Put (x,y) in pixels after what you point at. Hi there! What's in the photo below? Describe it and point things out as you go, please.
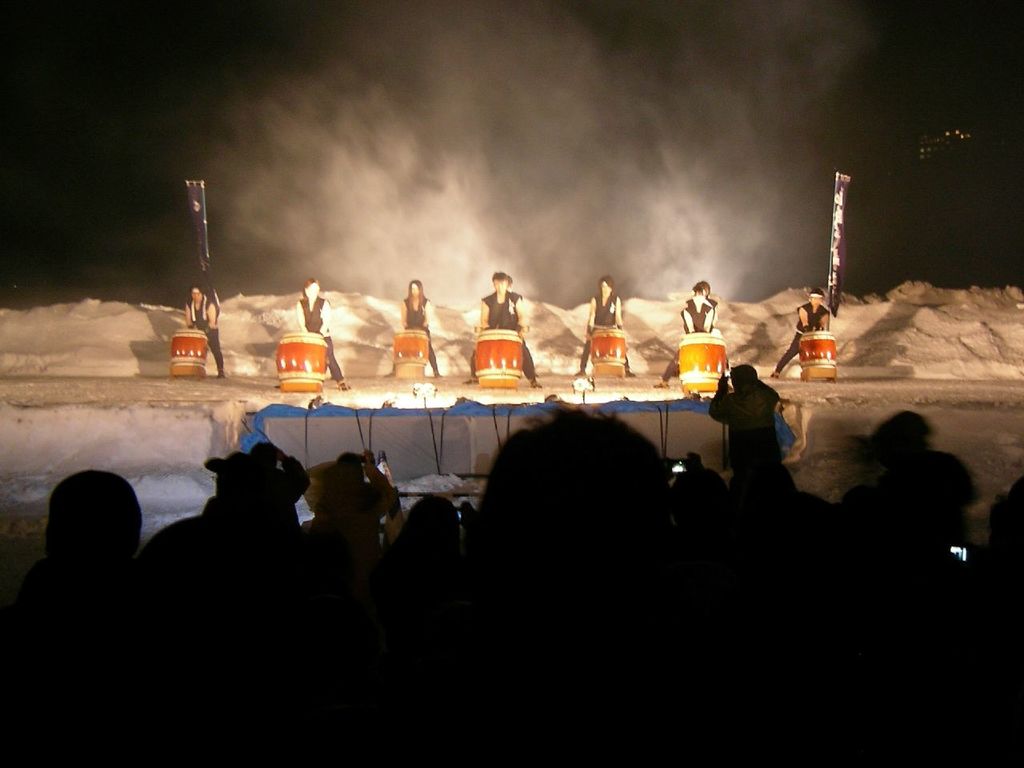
In this image I can see a group of people (364,473) at the bottom of the image (811,517). I can see some people (193,313) on the stage (261,385) with lights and drums (496,349) in the center of the image (611,341). I can see some banners (833,303) on both sides of the image. I can see some smoke (395,214) in the center (547,262). The background (586,62) is dark.
